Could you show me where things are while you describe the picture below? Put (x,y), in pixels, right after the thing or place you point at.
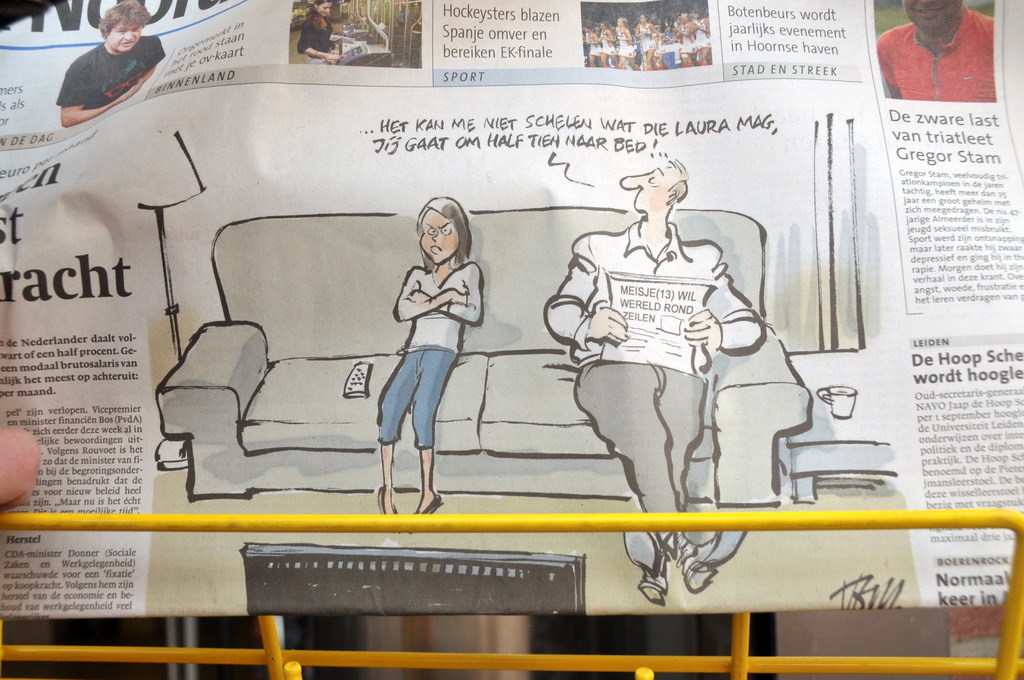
In this image we can see a newspaper (716,298). In the newspaper (560,272) we can see the text (82,264) and images (350,181). On the left side (12,476), we can see a finger (12,430) of a person (12,430). At the bottom (243,626) we can see a metal object (238,654).
